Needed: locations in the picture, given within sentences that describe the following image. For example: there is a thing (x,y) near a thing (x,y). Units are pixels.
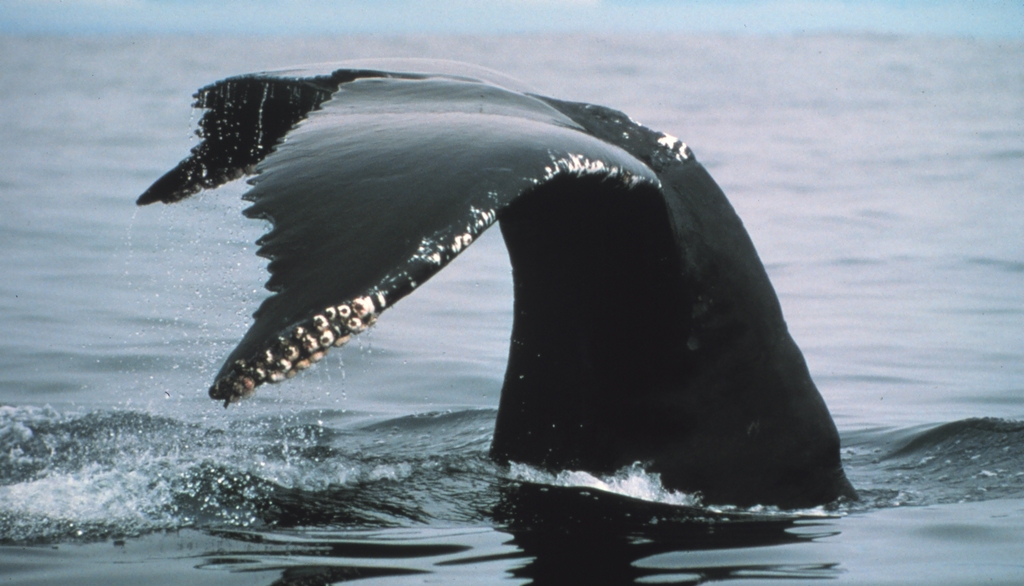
In this image I can see a animal (665,331) which is black and white in color in the water (470,506) and in the background (733,158) I can see the water (807,117) and the sky (898,11).
